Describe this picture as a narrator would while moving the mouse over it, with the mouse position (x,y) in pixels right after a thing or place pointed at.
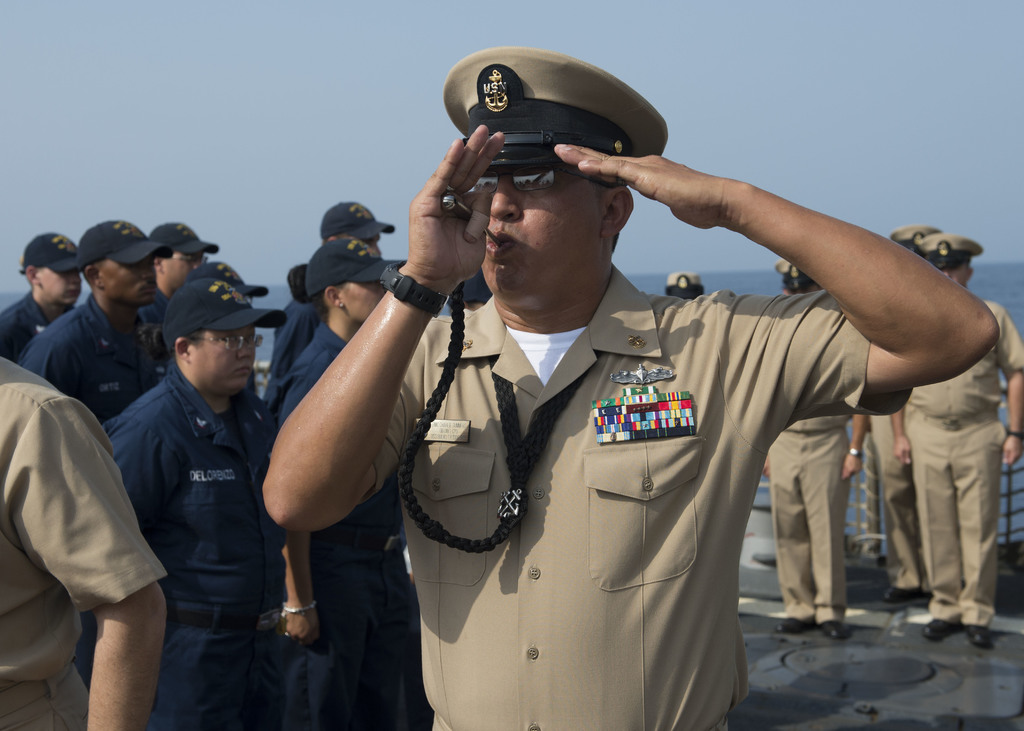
In the foreground (462,676) we can see a sailor (462,126) standing in the center (394,339) and he is holding something in his mouth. Here we can see a few people (164,375) standing on the floor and they are on the left side (304,305). Here we can see caps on their heads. In the background (933,431), we can see a few sailors (831,445) on the right side (888,427). Here we can see the hand (93,702) of a person (53,624) on the bottom left side (103,670). This is a clear sky (225,153).
